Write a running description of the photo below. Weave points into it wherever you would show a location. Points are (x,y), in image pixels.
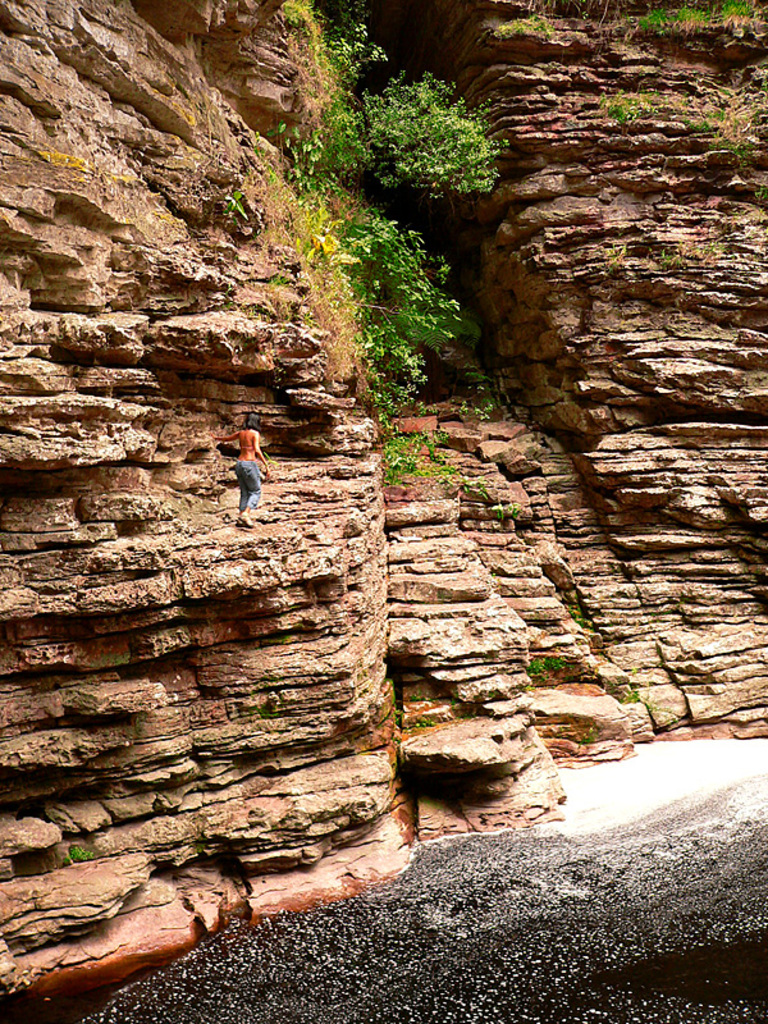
In this image we can see the hill (302,513). And we can see one person (253,500) on the hill (433,601). And we can see the plants (304,208).
